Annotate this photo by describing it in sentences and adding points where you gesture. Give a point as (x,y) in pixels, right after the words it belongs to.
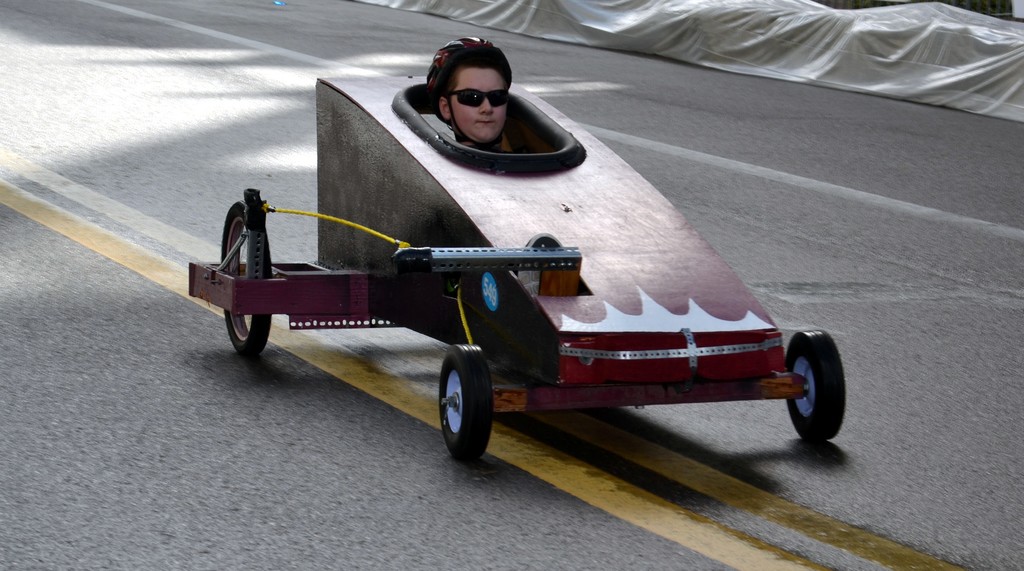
In this image there is a person (439,64) visible in the vehicle (457,184) and vehicle (457,184) is kept on the road (915,161) and in the top right (738,34) there is a white color cloth (936,74).
